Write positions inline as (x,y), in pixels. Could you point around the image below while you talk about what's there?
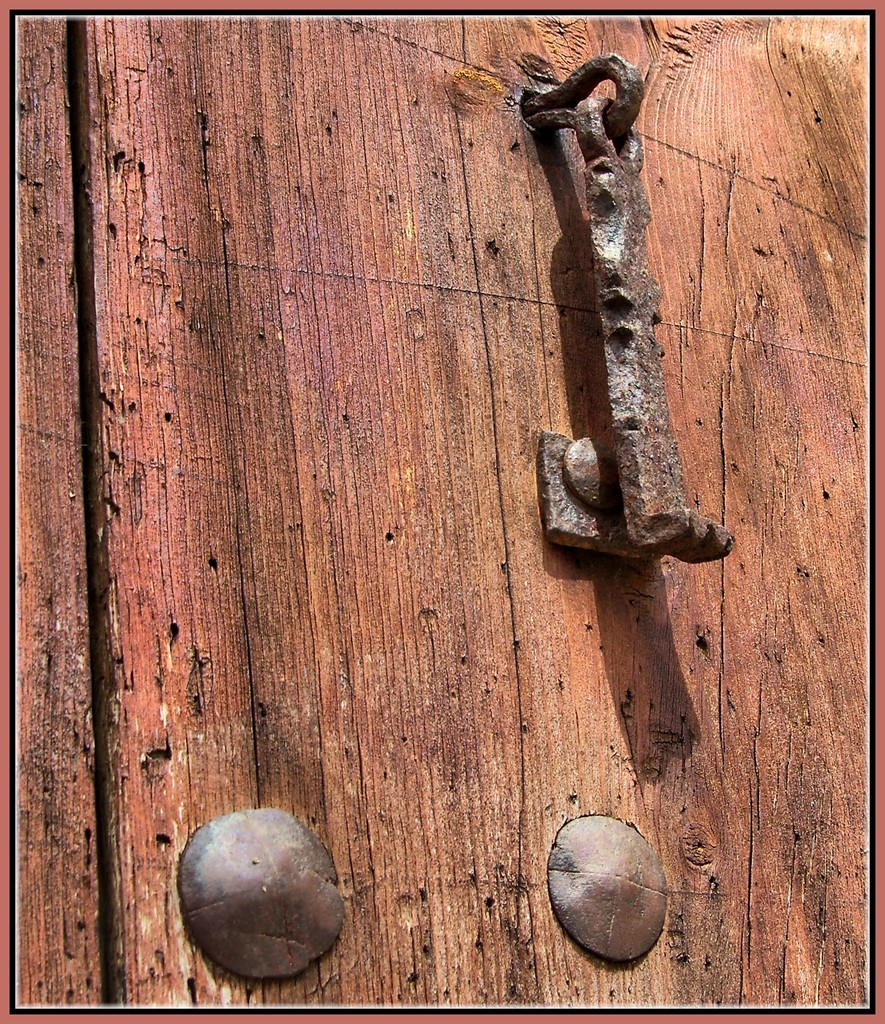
In this image it looks like there is a door (22,42) and on it there is a metallic object (677,546) which looks a door lock (679,558).
